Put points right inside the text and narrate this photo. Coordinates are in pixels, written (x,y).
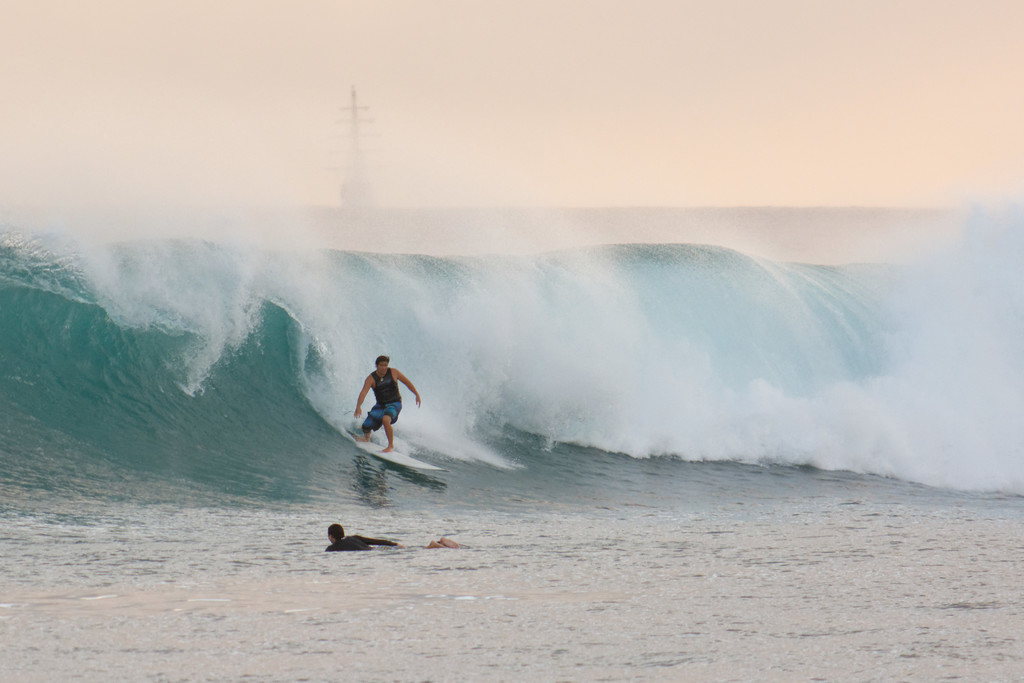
In this image there is one person (367,543) is swimming in the sea (416,413) and there is one person (389,385) is surfing on a board (385,445) as we can see in middle of this image (368,447). There is a sea (670,390) on the bottom of this image (491,560) and there is a sky (552,94) on the top of this image (522,120).
